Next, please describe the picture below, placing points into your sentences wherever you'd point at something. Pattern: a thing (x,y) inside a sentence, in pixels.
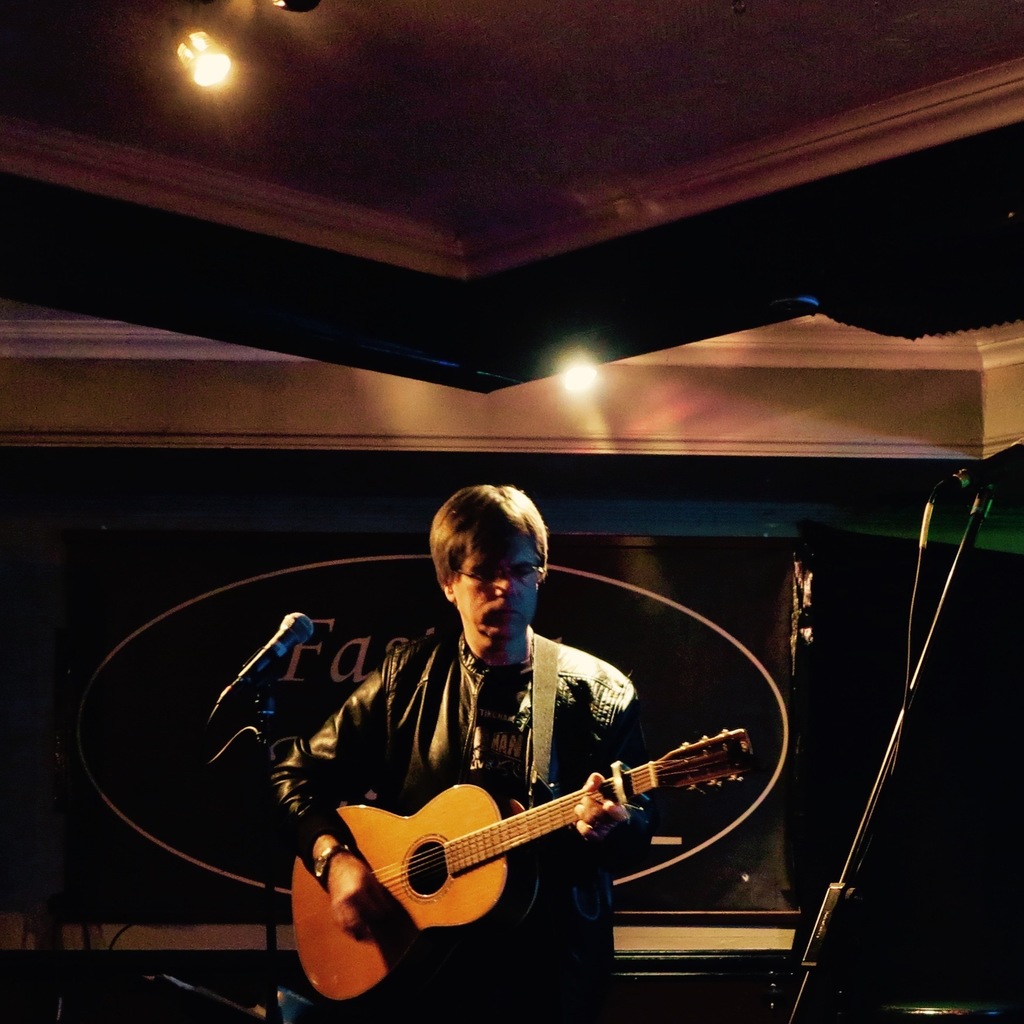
In this picture there is a person (308,823) who is at the center of the image (442,552), he is standing and holding the guitar (450,848) in his hands (348,914) there is a mic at the left side of the person (304,806), there are two lights (218,45) above the stage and it seems to be a stage platform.
